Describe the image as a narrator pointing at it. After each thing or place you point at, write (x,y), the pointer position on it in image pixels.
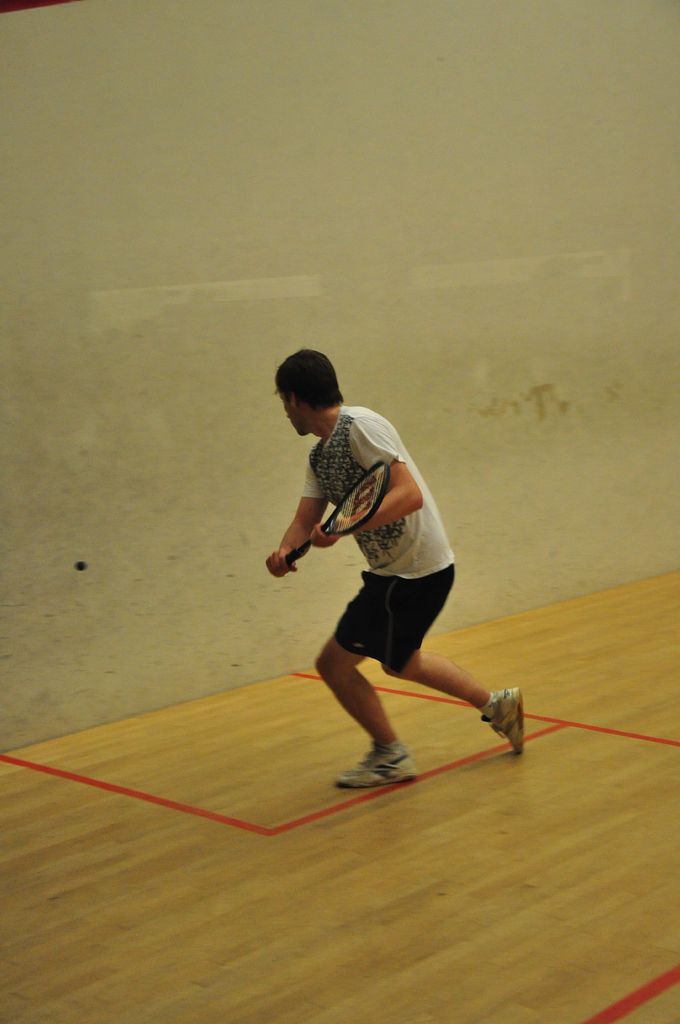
In this picture there is a man (384,539) who is wearing a white shirt (436,515) and holding a squash racket (346,524). There is a ball (81,563).
